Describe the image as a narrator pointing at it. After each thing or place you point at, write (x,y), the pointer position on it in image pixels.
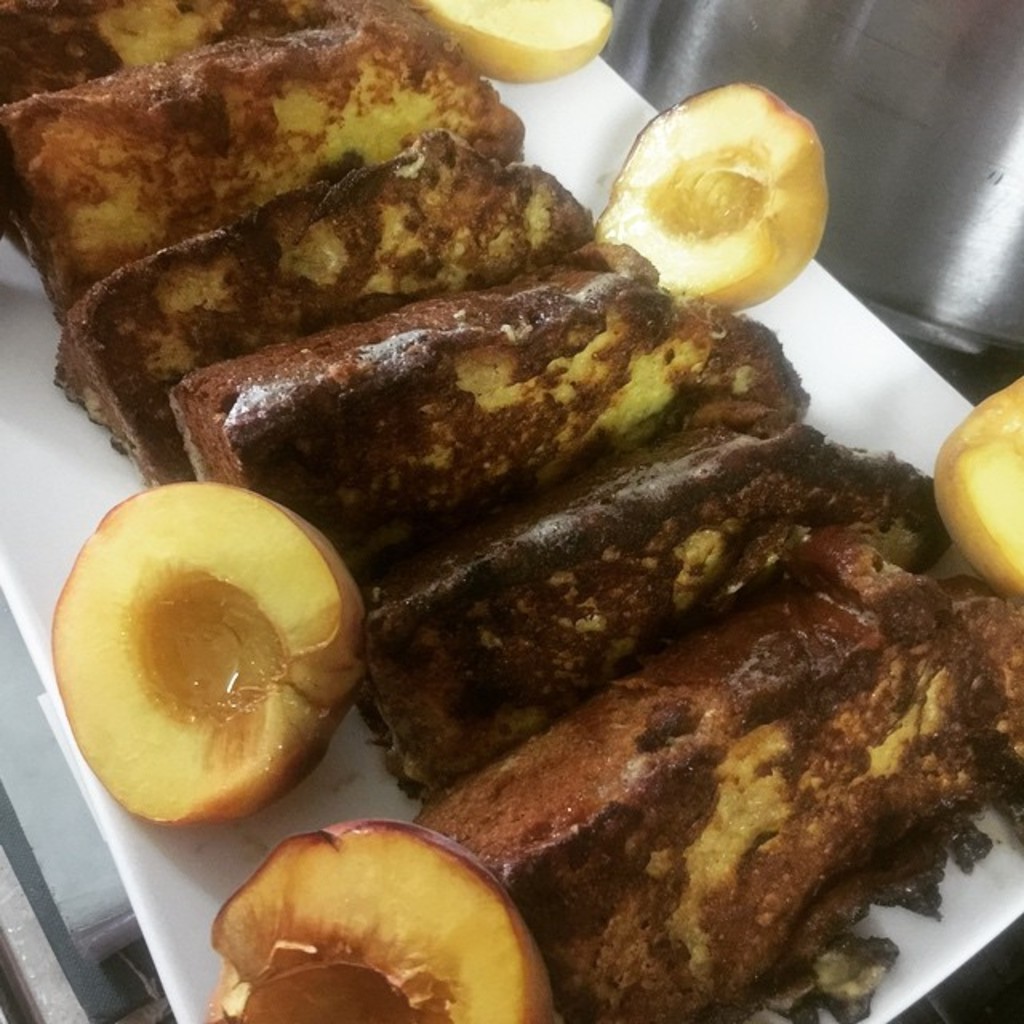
In the center of the image (381,461) there are food items (488,272) in the plate (1004,830).
